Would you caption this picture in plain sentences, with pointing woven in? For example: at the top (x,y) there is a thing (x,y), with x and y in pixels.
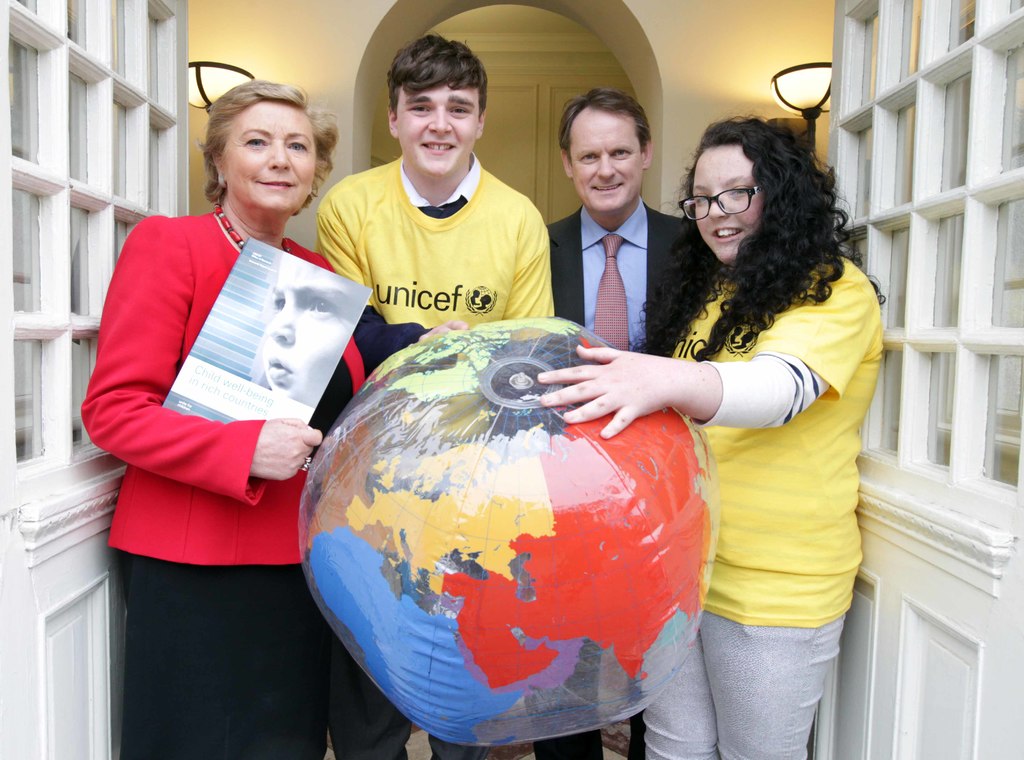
We can see door (46,36) and there are people (240,234) standing and holding balloon (435,433) and this woman (116,425) holding a poster (254,313). Background (199,39) we can see wall (741,38) and lights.
